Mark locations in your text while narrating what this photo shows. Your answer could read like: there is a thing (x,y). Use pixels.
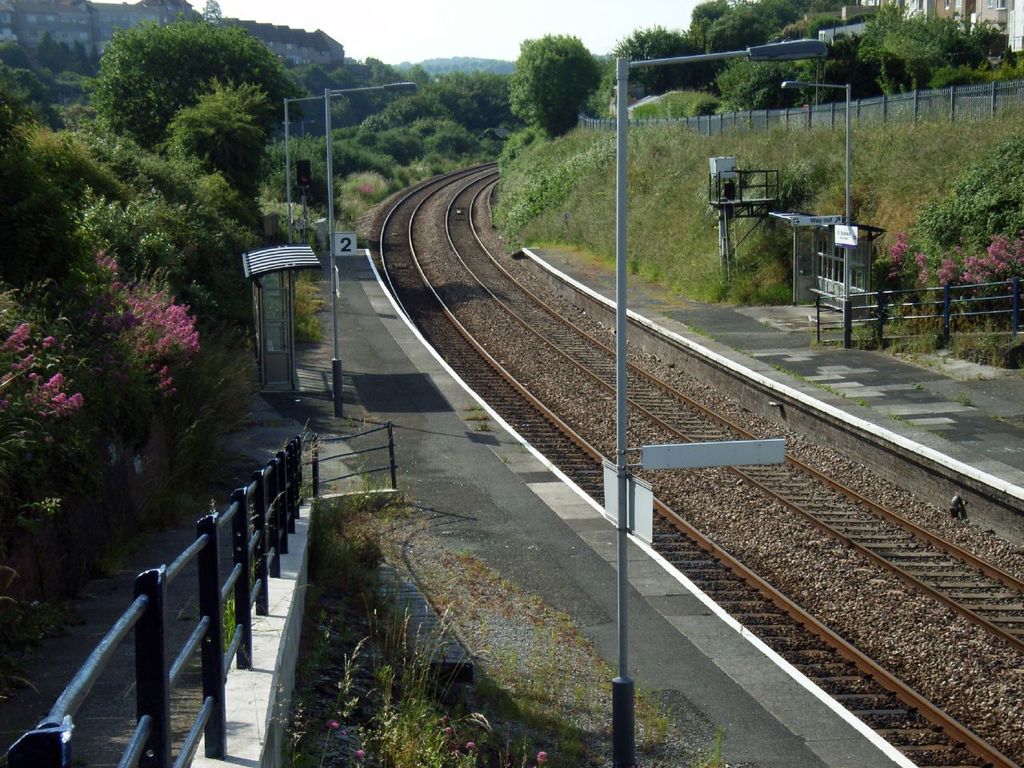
There is a railway track (551,348) as we can see in the middle of this image (529,340). There are some trees (571,96) in the background (571,77). There are some current poles (845,298) on the right side of this image (708,56). There is a fencing (217,629) at the bottom of this image (220,735) and at the top right side of this image (731,124) as well. It seems like there is a building (980,1) at the top right corner of this image (979,21) and there is a sky (416,17) at the top of this image (397,26).
